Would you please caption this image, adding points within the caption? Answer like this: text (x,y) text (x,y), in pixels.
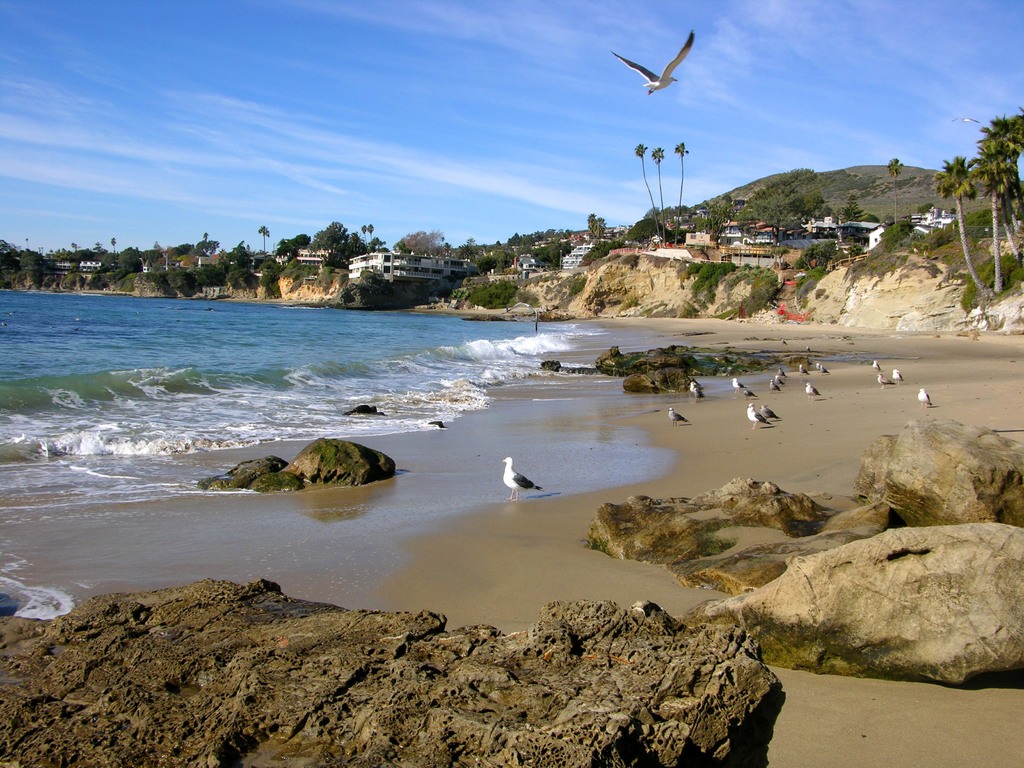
This looks like a seashore (413,509). I can see the rocks (421,660). These are the birds (505,484) standing. Here is the sea (339,392). I can see the trees (325,234) and buildings (926,216). This is a bird (975,119) flying in the sky (916,120). I think this is a hill (830,179).
